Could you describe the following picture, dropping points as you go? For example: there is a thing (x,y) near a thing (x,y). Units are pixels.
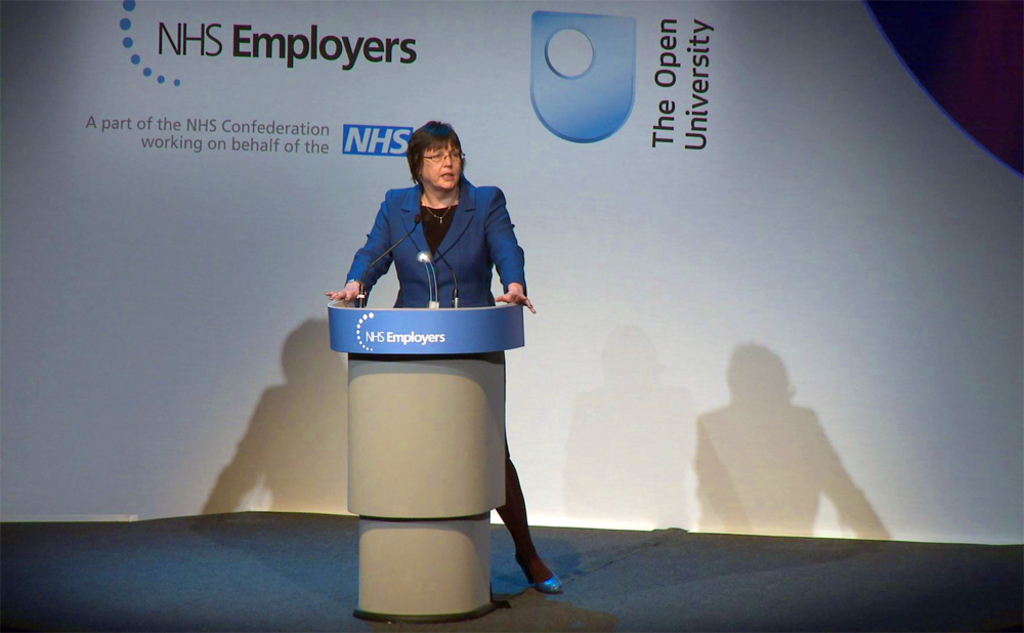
In the image we can see a woman (497,257) standing, wearing clothes (483,263), court shoes (542,582) and spectacles (440,159). This is a podium (386,401) and these are the microphones (455,298), behind her there is a poster (443,100) and this is a shadow (774,468).
